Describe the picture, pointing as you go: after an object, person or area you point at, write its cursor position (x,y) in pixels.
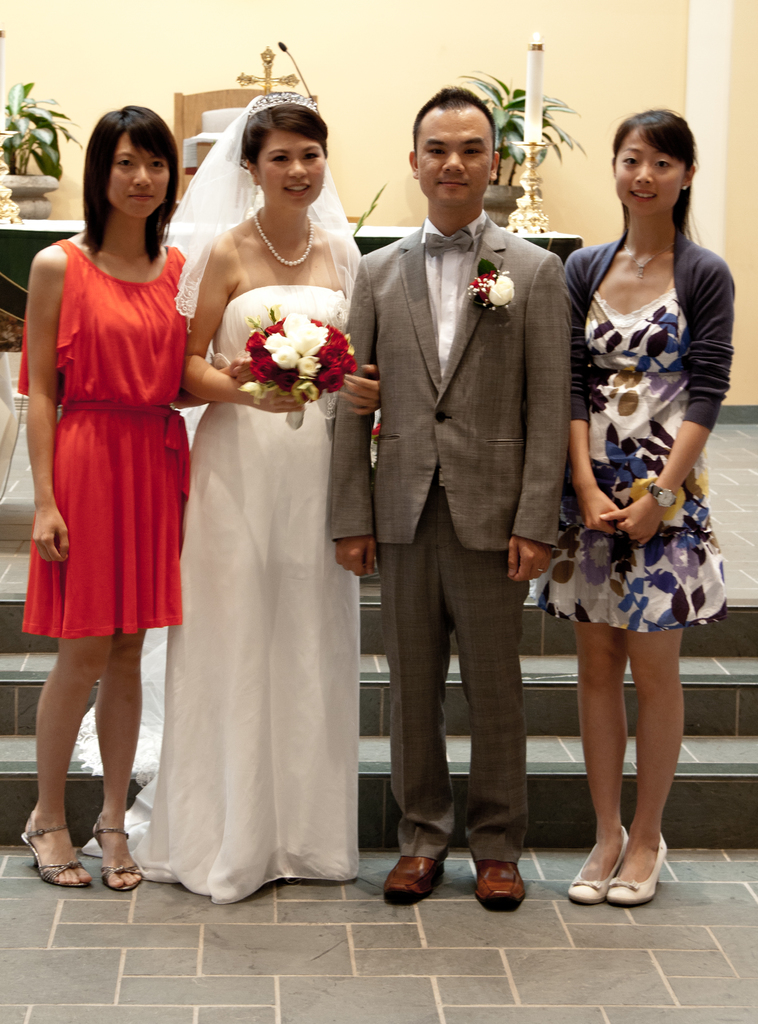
In this four people (439,504) are standing. In the middle (299,490) a couple (393,435) is standing. The man (461,409) is wearing grey suit (421,351). The lady (323,485) is wearing white gown (236,325). She is holding a bouquet (296,358). In the background (532,209) on a table (12,226) there is a candle (532,107) on a stand (539,220), cross (245,80), mic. In the background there are plant pots (513,122). Here there are stairs (731,679).
